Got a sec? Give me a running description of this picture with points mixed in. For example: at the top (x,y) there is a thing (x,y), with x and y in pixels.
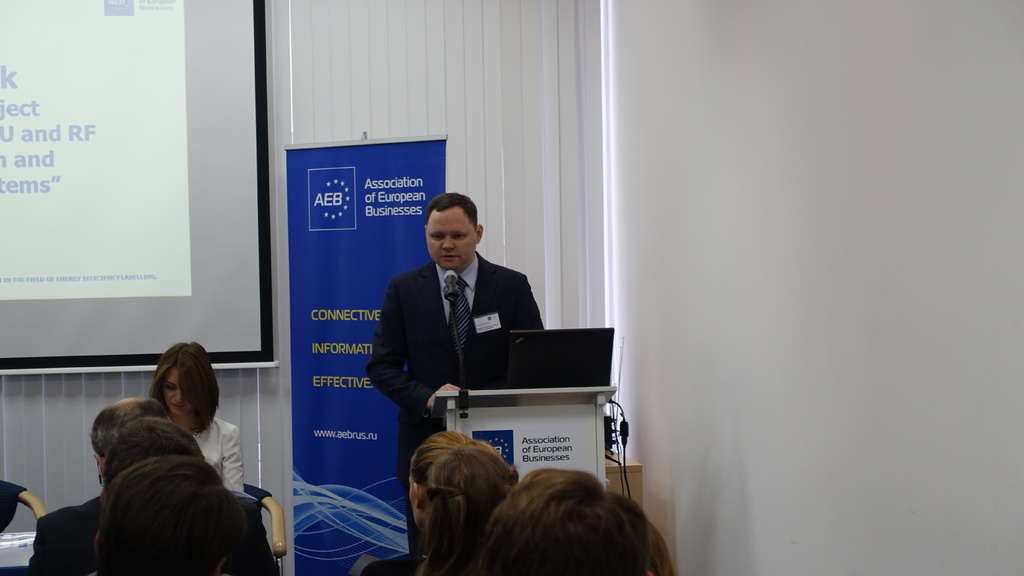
It is a conference there is a person (451,268) standing in front of a table (556,405) and talking and on the table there is a mic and laptop (510,366) and in front of that table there are some people (571,564) sitting and in the background (76,311) there is a projector screen (117,125), beside that there is a banner (324,202) and on the right side (809,393) there is a wall (761,413).
